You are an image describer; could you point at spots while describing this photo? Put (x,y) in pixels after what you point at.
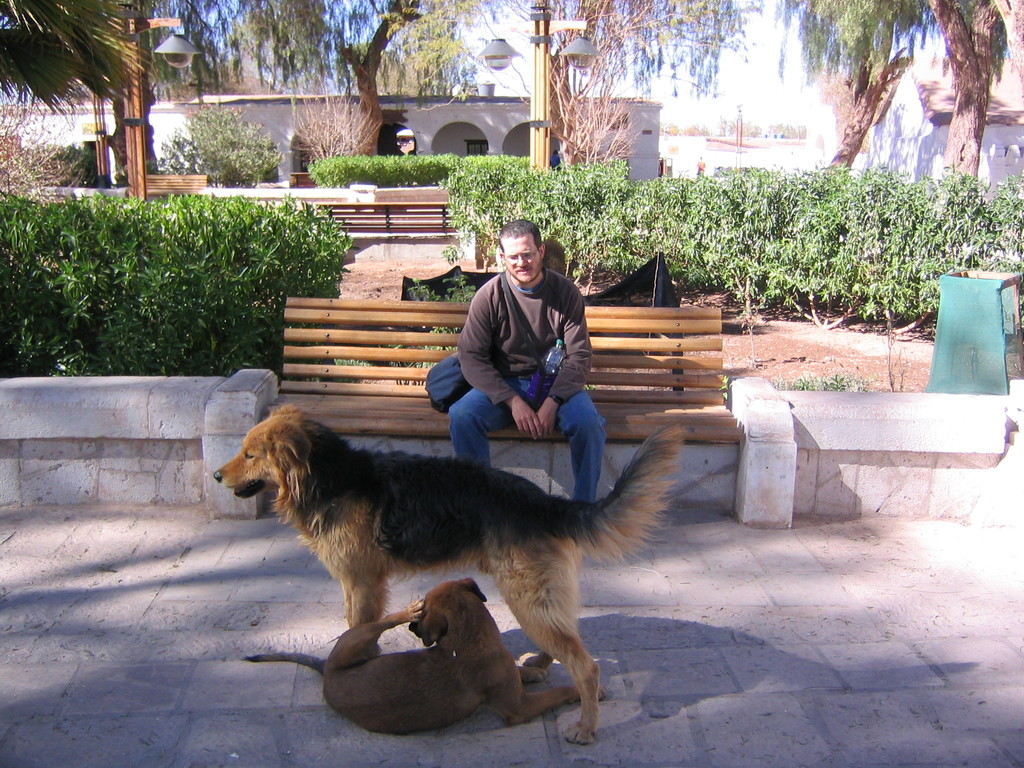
In this picture to the front (463,531) there are two dogs (432,524). One (452,671) is sitting on the floor (392,645) and the other dog (365,524) is standing on it. Behind the dog (418,537) there is a bench (617,404) with man (473,390) sitting on it. Beside him there is a bag (435,378). Behind him there are plants (713,211), bench (377,220) and trees (359,92). In the background (513,114) there is a house (289,123) in white color.
